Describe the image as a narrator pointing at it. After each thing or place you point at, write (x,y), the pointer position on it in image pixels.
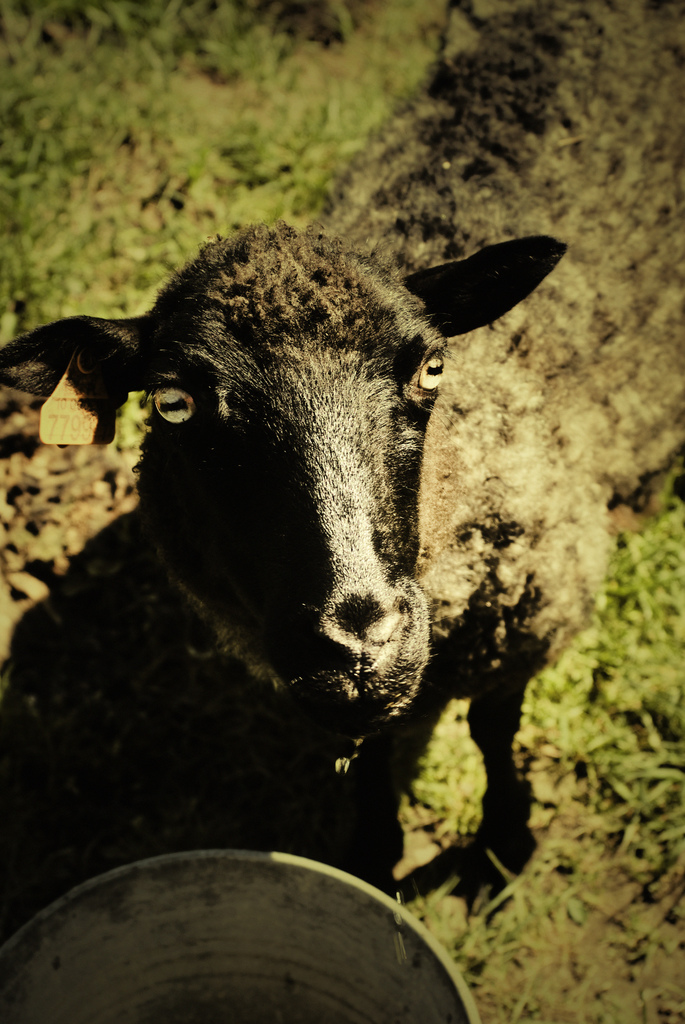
In this image there is a sheep (355,385). There is a bucket (237,888). At the bottom of the image (577,978) there is grass (628,853).
